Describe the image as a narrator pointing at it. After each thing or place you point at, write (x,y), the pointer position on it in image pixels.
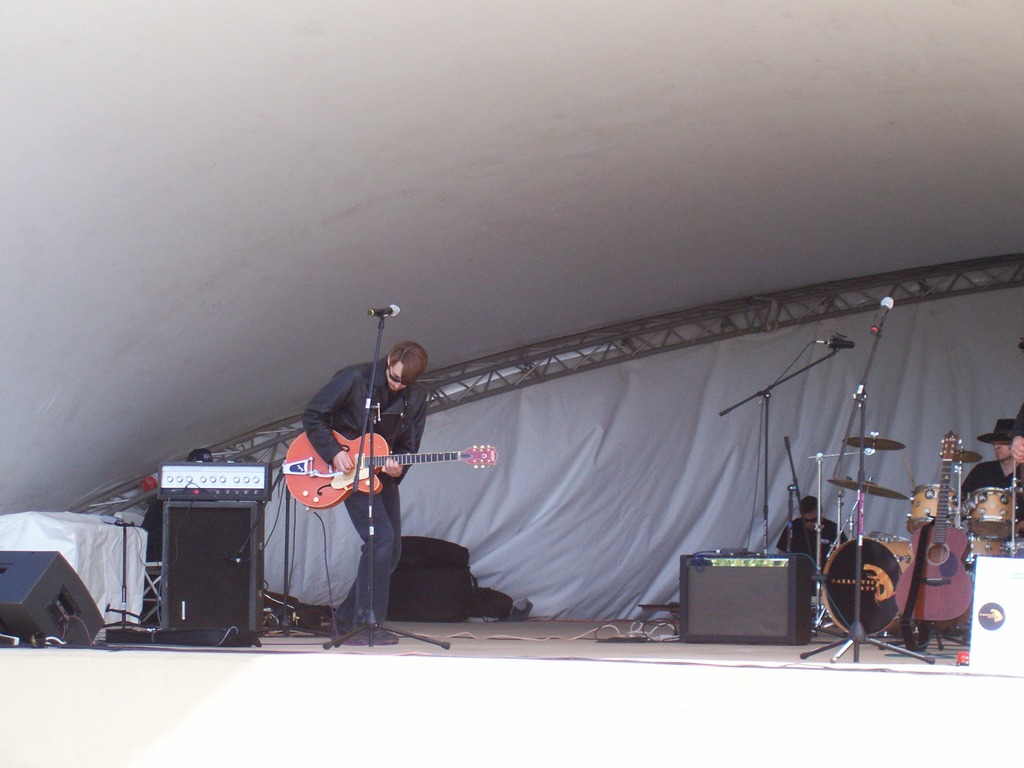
This picture shows a man (416,359) standing and playing guitar (383,459) and we see a microphone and we see other man (1003,447) seated and playing drums (886,577) and we see a couple of microphones (791,525) on the dais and we see a white curtain (522,390) on the background (441,437).
